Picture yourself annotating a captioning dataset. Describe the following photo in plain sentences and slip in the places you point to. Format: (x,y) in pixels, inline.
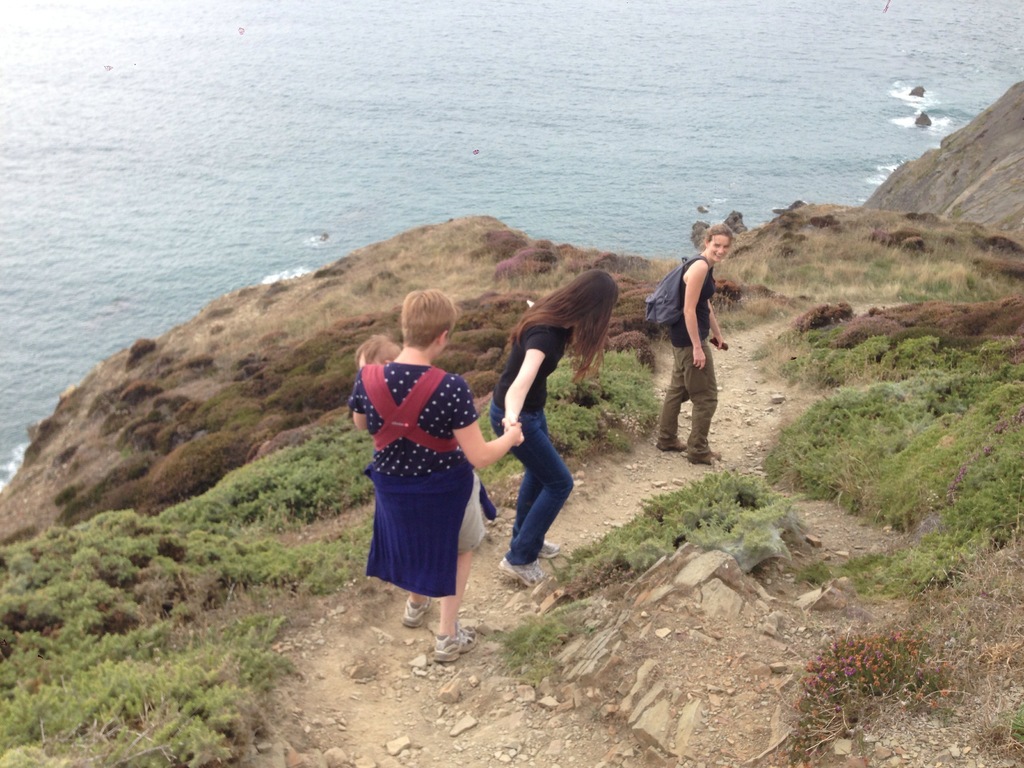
In the picture we can see a path (793,553) on the hill (10,529) with some grass (917,372), rocks (1018,210) and some people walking on the hill path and in the background (966,77) we can see water (682,101).
